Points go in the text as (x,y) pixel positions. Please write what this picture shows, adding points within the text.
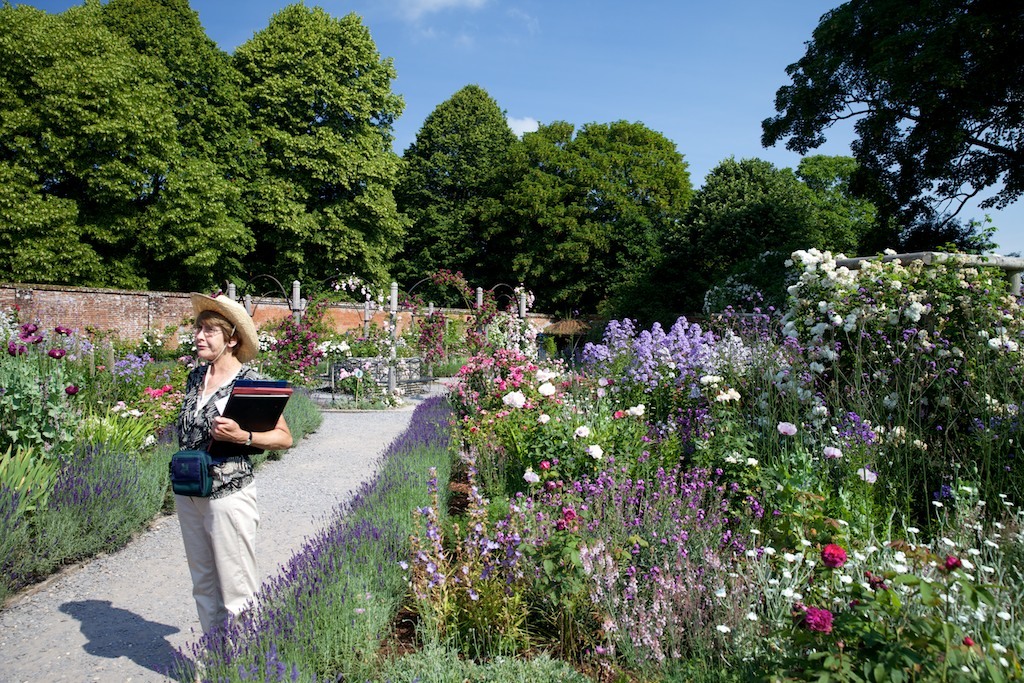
On the left side of the image (223,426), we can see a person (227,389) wearing a hat (242,335), a bag (201,483) and holding some books (256,407). In the background (553,262), there are trees (131,125), plants (532,511) along with flowers (481,348) and there is a wall (113,302) and we can see some poles (295,294). At the top (532,72), there is sky (532,72).
